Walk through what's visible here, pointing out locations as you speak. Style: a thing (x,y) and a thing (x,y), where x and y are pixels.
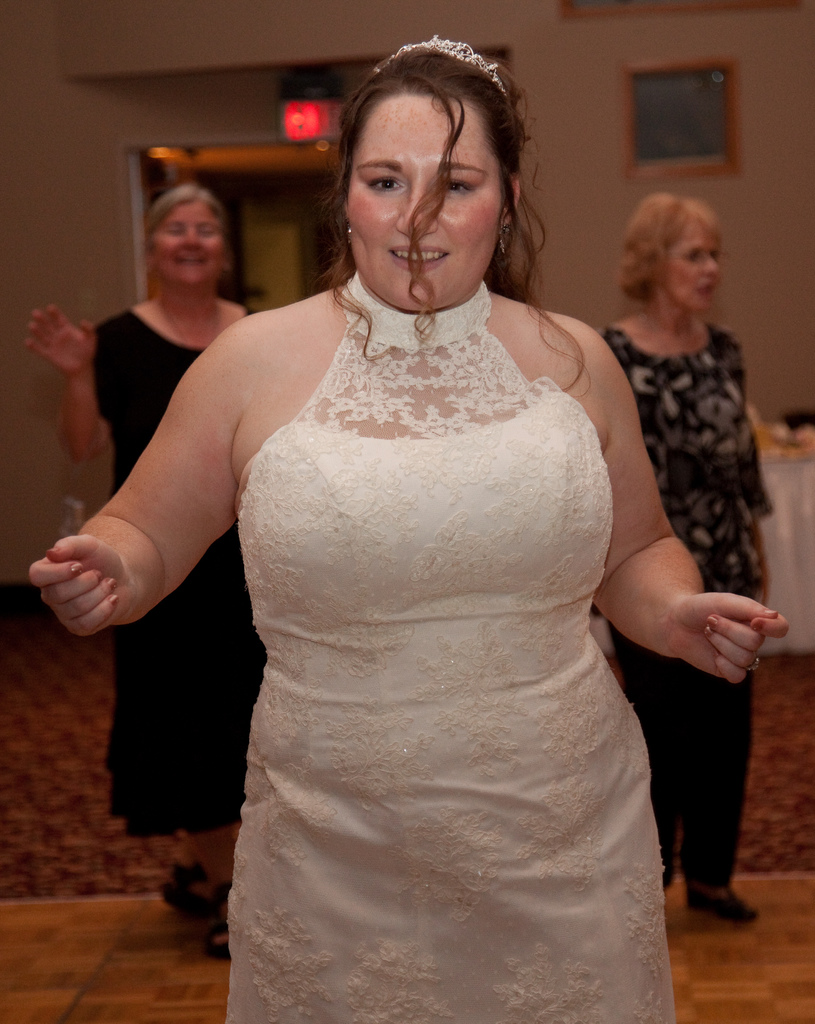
In this picture we can see three women (81,431) where two women (346,517) are standing on the floor (111,833) and smiling, crown (413,44), frame (625,153) on the wall (783,126), light (289,100) and in the background (798,563) we can see some objects (776,528).
